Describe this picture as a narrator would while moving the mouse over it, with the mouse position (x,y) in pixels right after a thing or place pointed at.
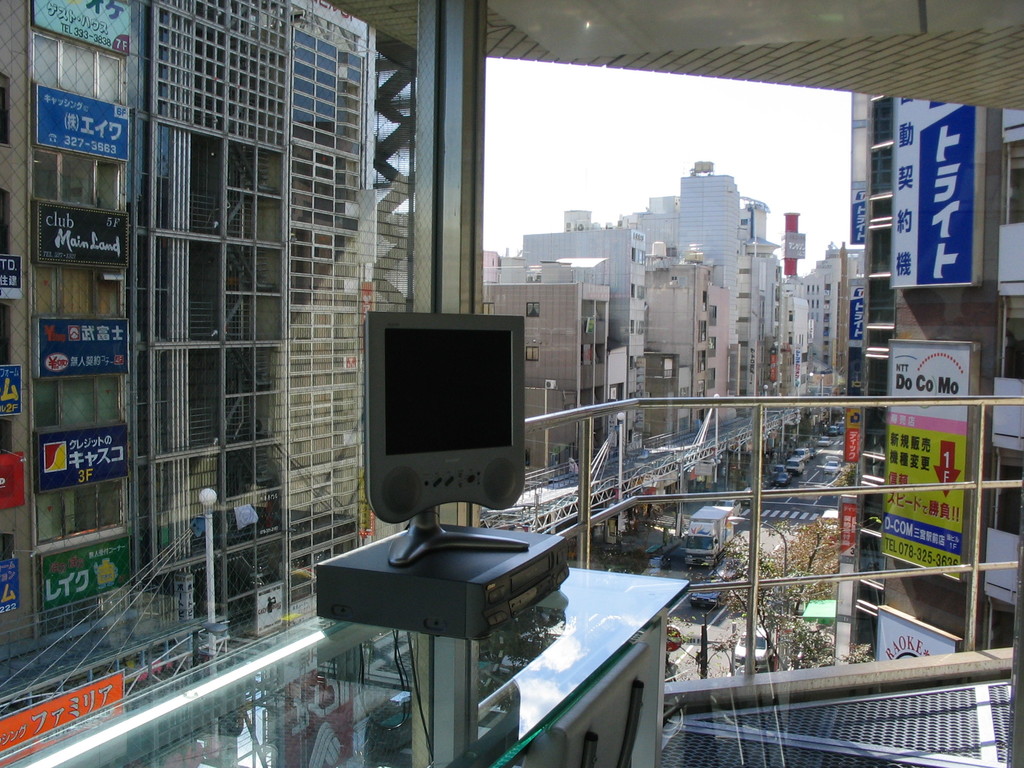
In this image, we can see a glass (65,288). Through the glass (24,298), we can see monitor (433,526), box (511,600), glass table (571,632), rods (982,424), walkway (800,724), buildings (982,597), poles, hoardings (6,596), banners (99,41), trees (735,555), road (835,478) and vehicles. Background (589,174) there is a sky (566,136).
